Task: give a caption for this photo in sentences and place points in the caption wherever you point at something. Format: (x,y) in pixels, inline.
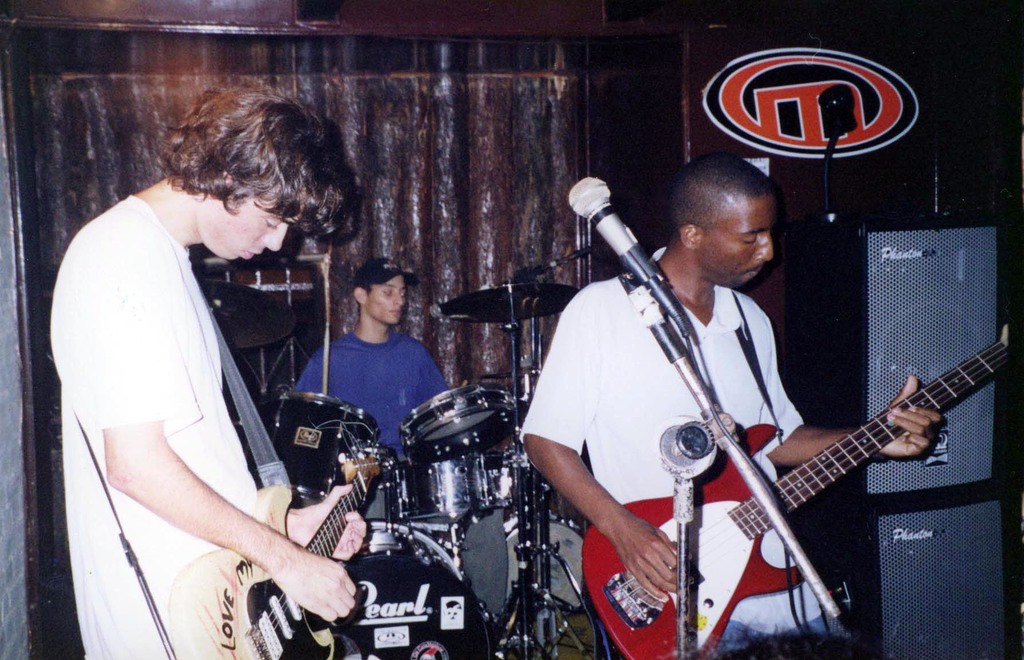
A rock band (276,208) is performing on stage (281,320).
